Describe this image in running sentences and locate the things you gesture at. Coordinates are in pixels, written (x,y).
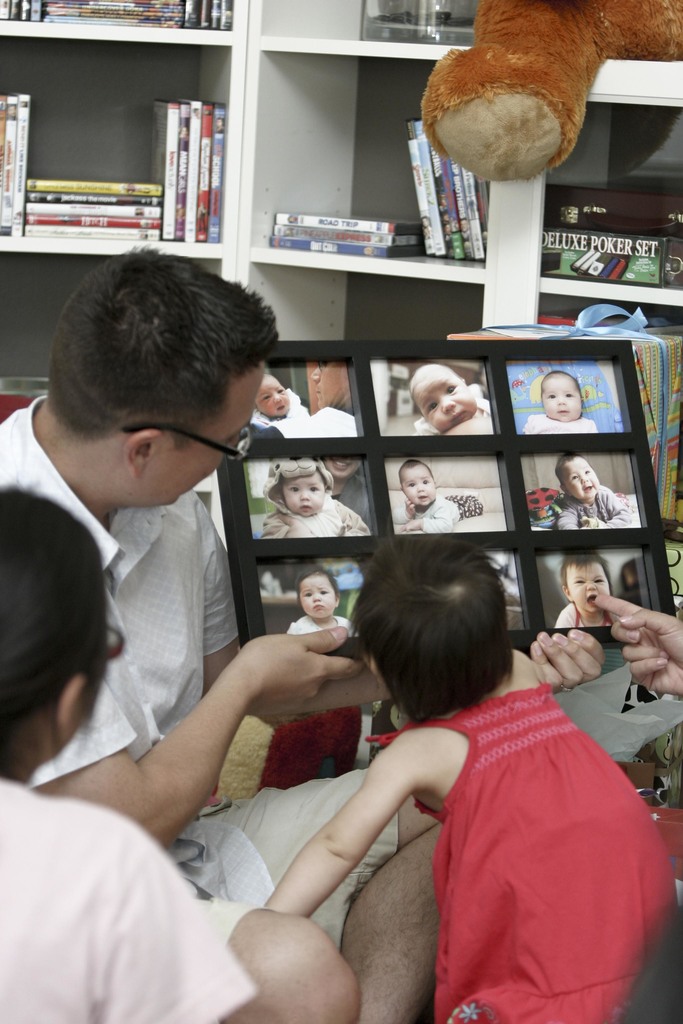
In this image there is a person (278,653) holding a photo frame (253,590). There are two children (65,544). In the background of the image (315,184) there is a bookshelf (315,183).
